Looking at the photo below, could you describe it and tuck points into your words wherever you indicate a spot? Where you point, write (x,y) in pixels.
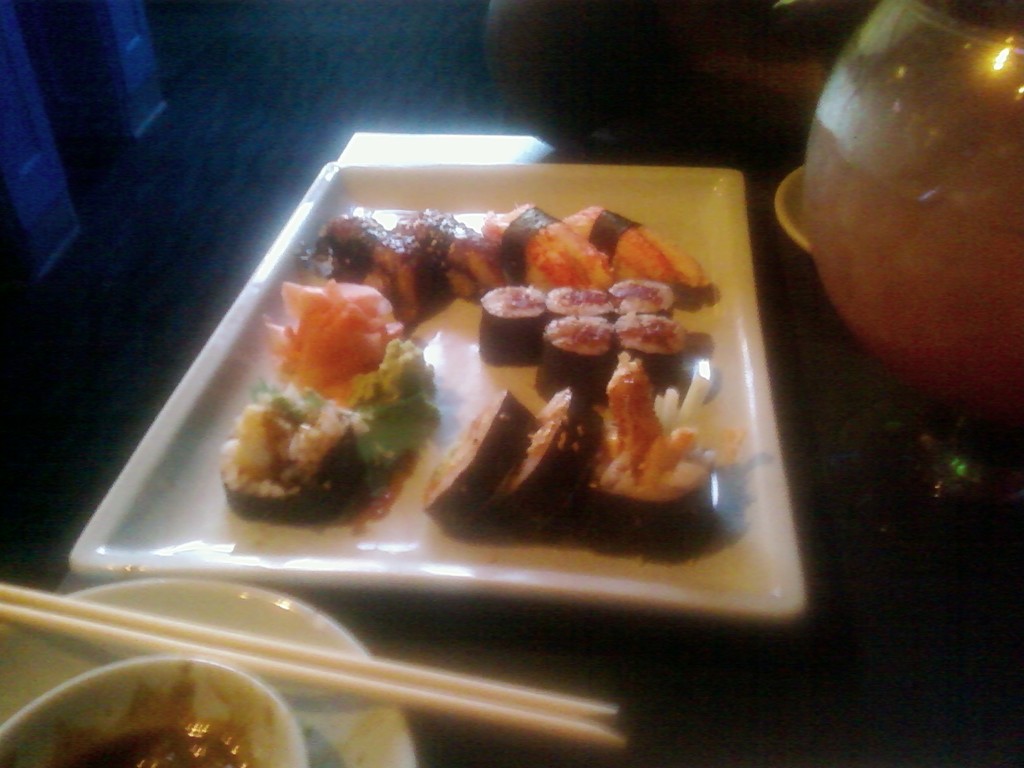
In this image I can see the plate (744,322) with food (676,394). To the side I can see the bowl (181,695) and chopping sticks (452,700). I can also see the pot (830,262). These are on the surface (830,688).
